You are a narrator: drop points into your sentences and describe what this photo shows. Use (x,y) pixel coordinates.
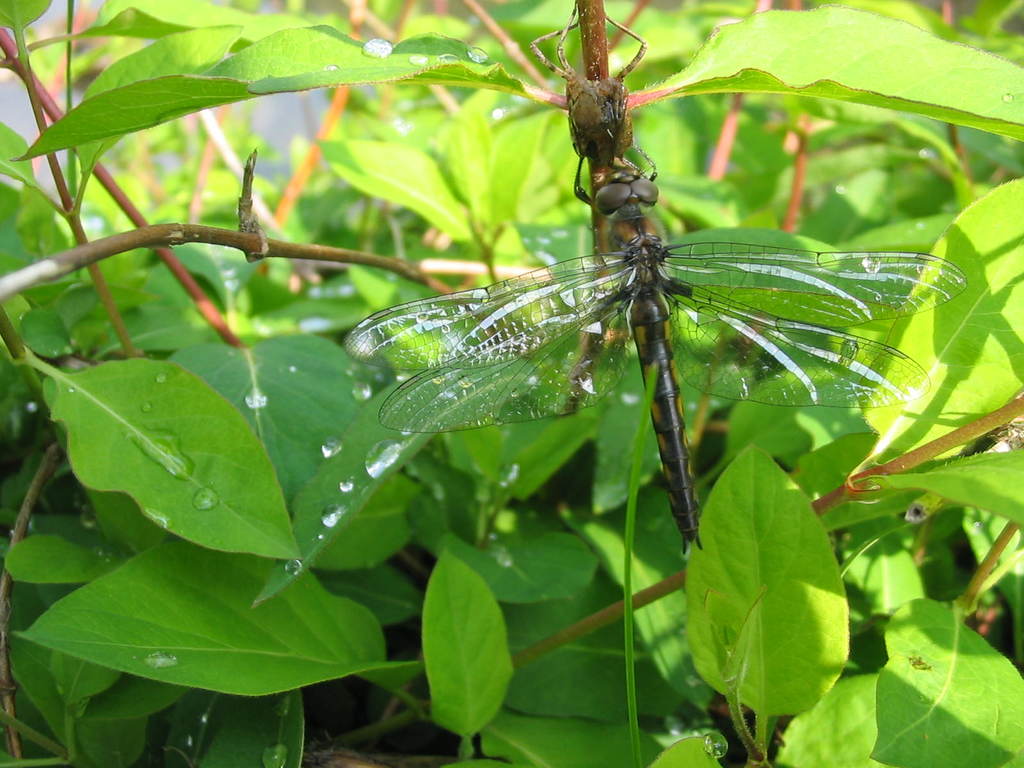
In the image there is a dragonfly (648,281). And also there are leaves (446,608) with water drops (209,501) on it.
